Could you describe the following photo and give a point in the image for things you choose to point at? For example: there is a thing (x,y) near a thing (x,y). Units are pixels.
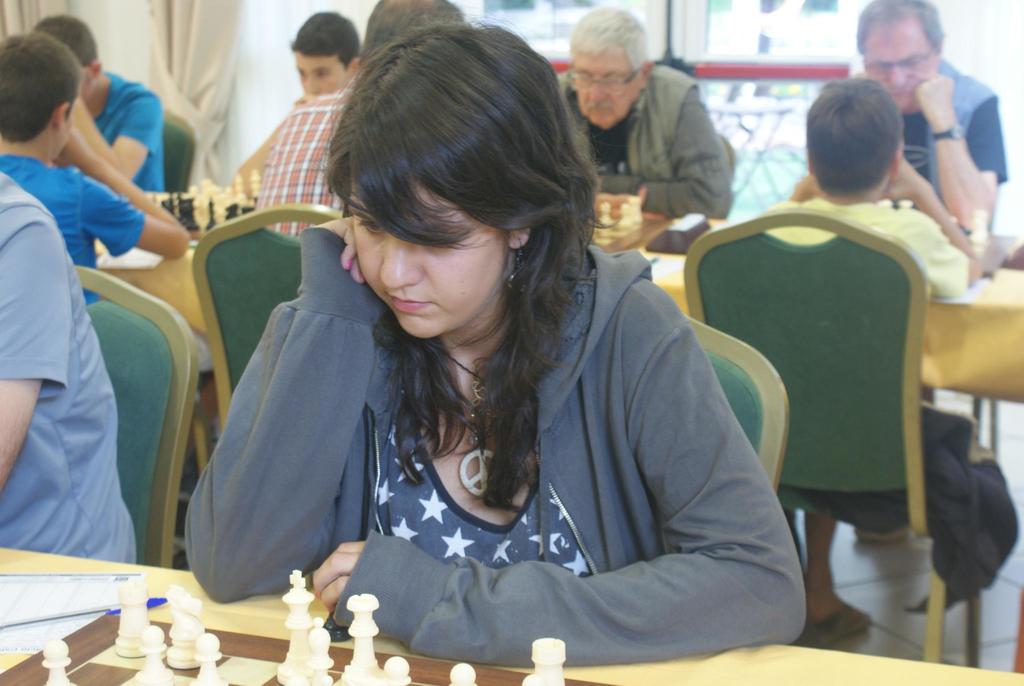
This picture is of inside. In the foreground (442,147) we can see a woman (537,471) sitting on the chair (741,397) and the person (62,349) sitting on the chair (153,449) and there is a table (831,661) on the top of which chess board (486,682), a paper (75,586) and a pen (42,619) is placed. In the background (956,105) we can see the group of persons (583,31) sitting on the chairs (771,286) and seems to be playing chess and there is a wall (269,28) and a curtain (241,31).
